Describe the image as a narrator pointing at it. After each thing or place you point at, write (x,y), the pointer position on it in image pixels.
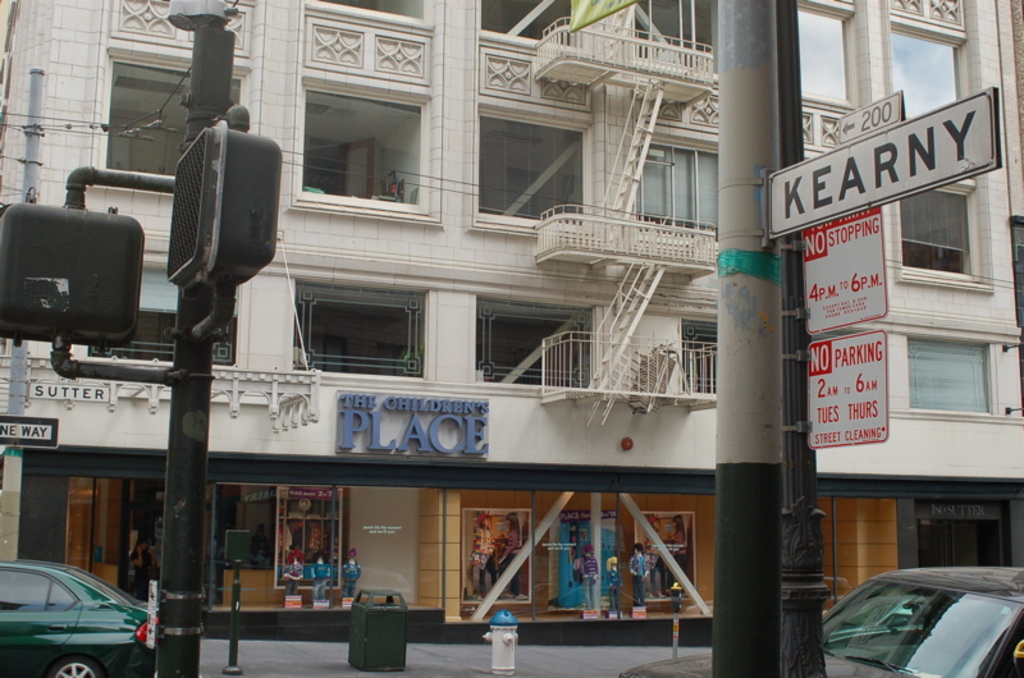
In this image there is a building (440,435), there is text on the building (531,569), there are staircase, there are windows (363,580), there are mannequin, there are poles (800,132), there are boards (840,244), there is text (850,314) on the boards (846,251), there are cars (127,617), there is a fire hydrant (511,641) towards the bottom of the image (503,658), there is a dustbin (364,627) towards the bottom of the image (382,624).
